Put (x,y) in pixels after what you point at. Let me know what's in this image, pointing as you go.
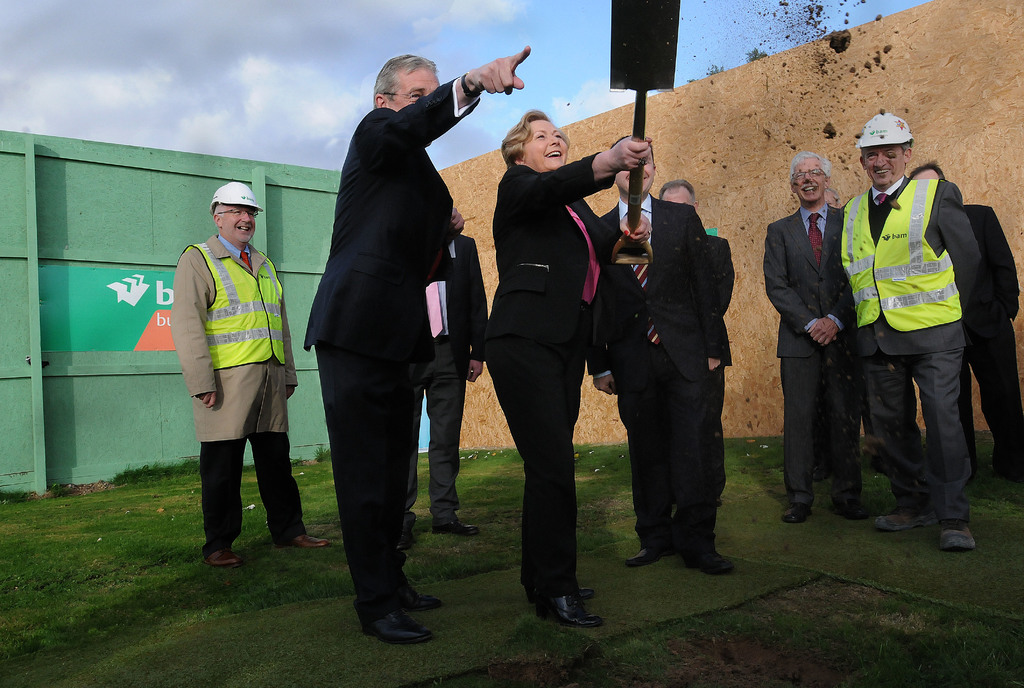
In this image we can see a group of people (532,418) are standing on the ground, and smiling, she is holding some object (658,10) in the hand (617,144), at back (726,117) here is the wall (588,126), at above here is the sky (231,88).
